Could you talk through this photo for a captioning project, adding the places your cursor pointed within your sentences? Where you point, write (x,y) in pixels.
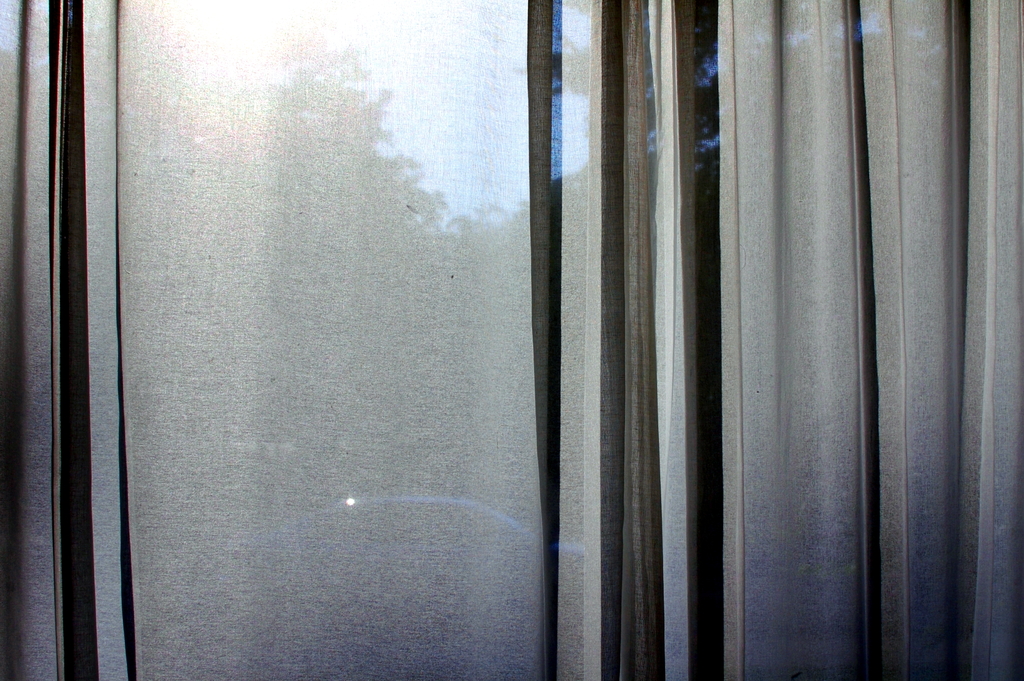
In this picture there is a curtain (350,355). There is a car (485,570) and there are trees (262,291) behind the curtain (662,458). At the top (382,122) there is sky (422,106).
